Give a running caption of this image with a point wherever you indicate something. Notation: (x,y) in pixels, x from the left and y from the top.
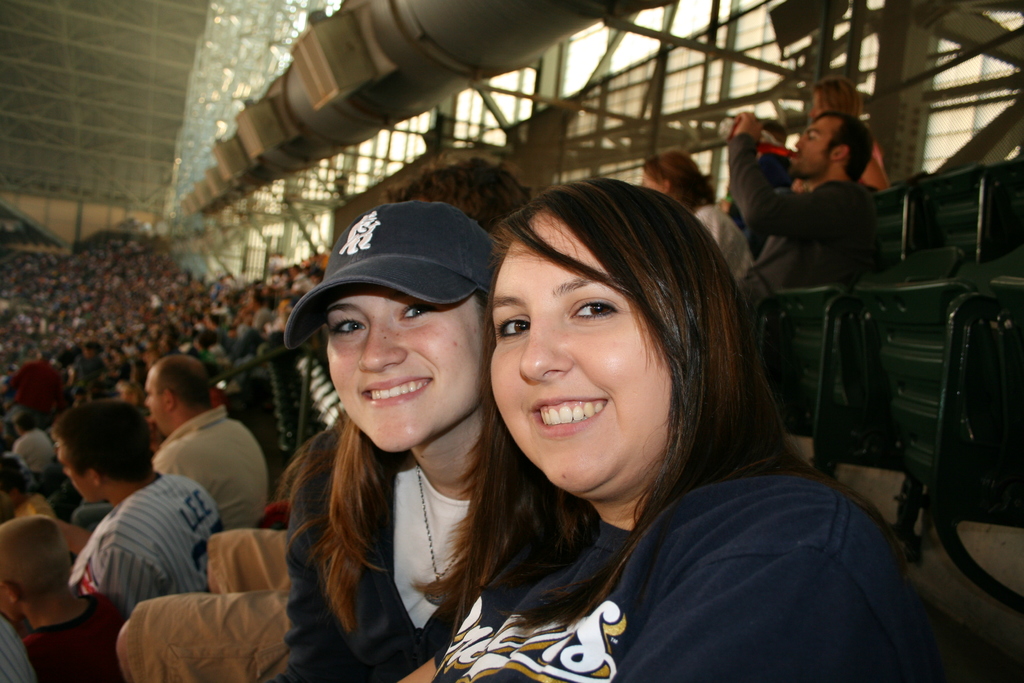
There are people (379,214) among them one person (808,211) drinking juice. We can see rods (606,152), chains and devices (239,144).
